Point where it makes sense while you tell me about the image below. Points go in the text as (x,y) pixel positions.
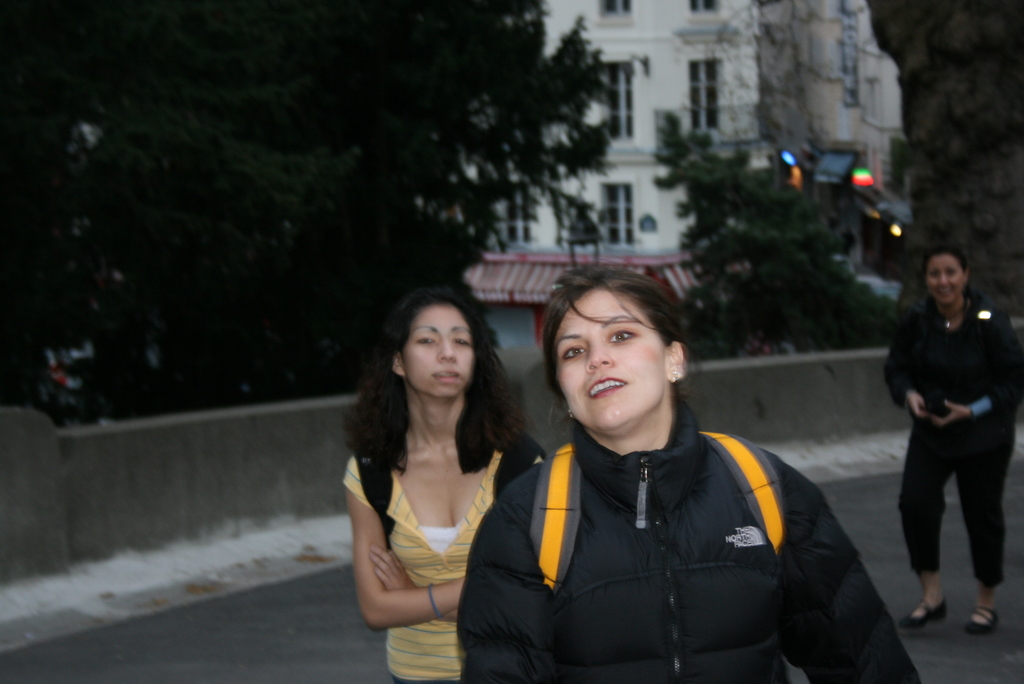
There are people (917,547) on the surface (899,479) and we can see wall (760,361) and trees (412,140). In the background (800,16) we can see building (830,164) and lights (859,173).
